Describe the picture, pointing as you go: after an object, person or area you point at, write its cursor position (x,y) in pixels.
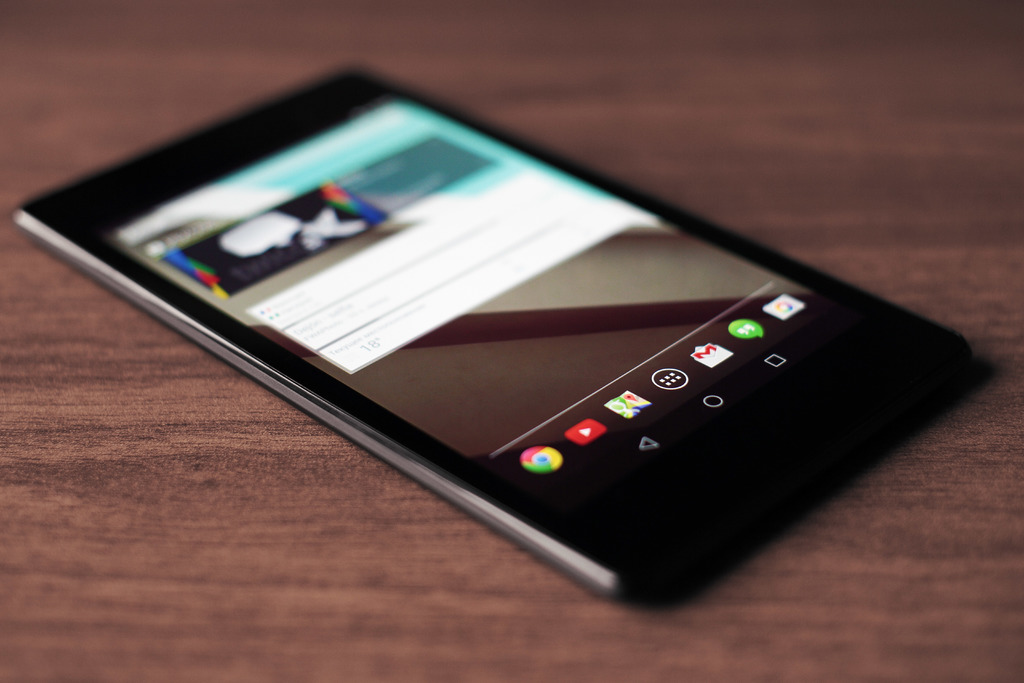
In this image on a table (486,556) there is a mobile phone (578,368).
